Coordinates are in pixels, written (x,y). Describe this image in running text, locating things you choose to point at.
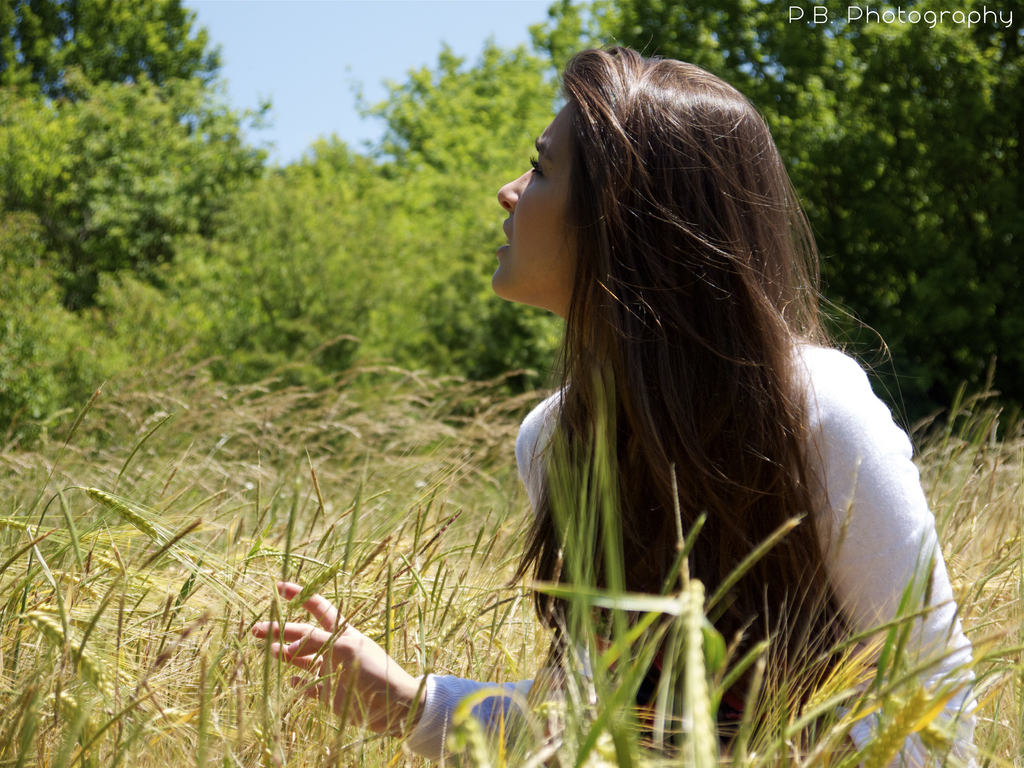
In this image we can see a lady (758,592). At the bottom (168,717) there is a field (234,620). In the background (360,271) there are trees (513,130) and sky (297,119).
